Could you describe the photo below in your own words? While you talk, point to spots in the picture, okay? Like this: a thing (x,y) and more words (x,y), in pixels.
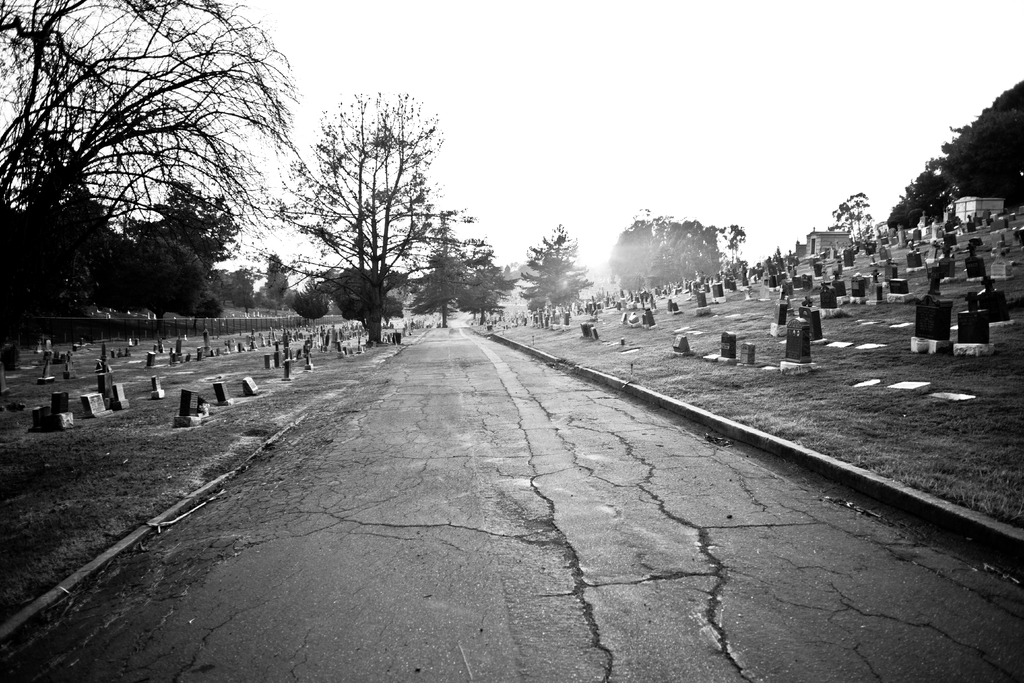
In this image in the middle (418,411) there is a road (427,440). On both sides of the road (410,445) there are cemeteries (722,343). In the background (983,139) there are trees (954,146). The sky (609,136) is clear.
